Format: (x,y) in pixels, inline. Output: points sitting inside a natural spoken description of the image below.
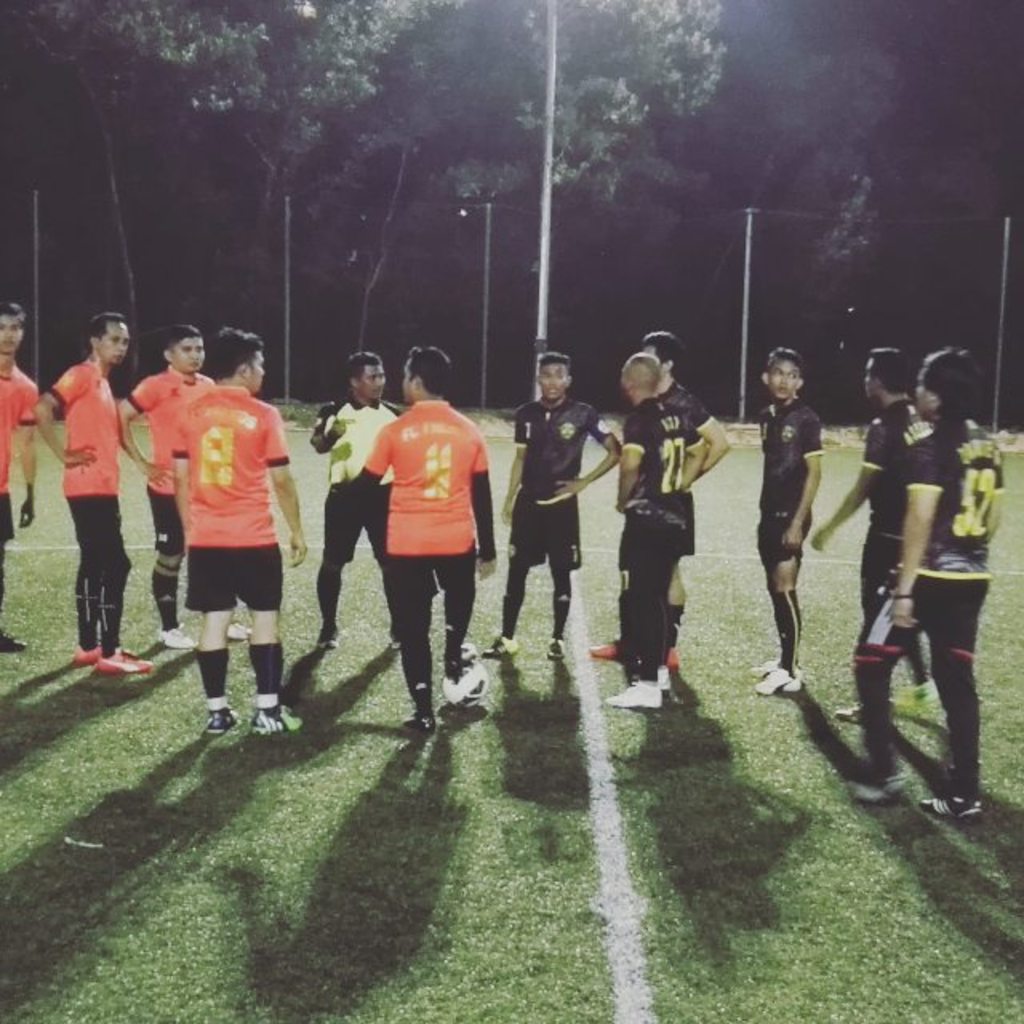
As we can see in the image there are group of people (370,501) standing here and there. The people (407,440) on the left side (74,494) are wearing orange color dresses (6,473) and the group of people (865,608) on the right side (949,573) are wearing black color dresses (967,568). There is grass (608,877) and trees (509,94).
